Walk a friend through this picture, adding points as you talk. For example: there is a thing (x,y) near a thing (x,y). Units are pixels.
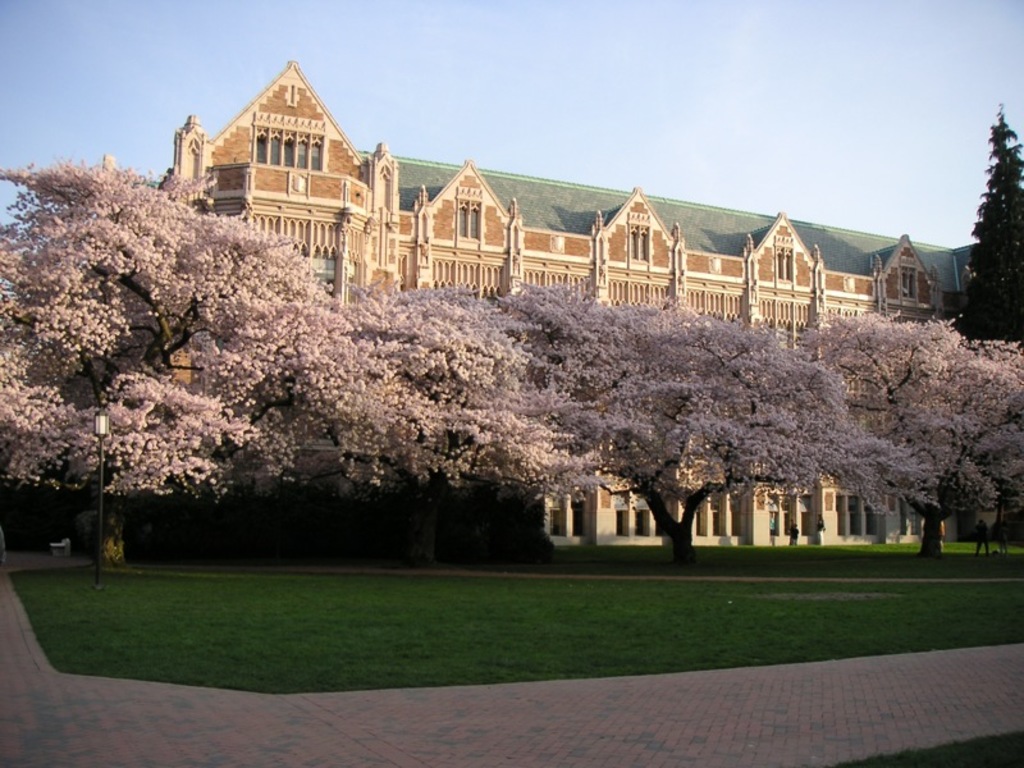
In this picture I can see building (640,203) and few trees (657,369) and I can see pole light (103,420) and grass (512,586) on the ground (606,576) and I can see a blue cloudy sky (577,92).
